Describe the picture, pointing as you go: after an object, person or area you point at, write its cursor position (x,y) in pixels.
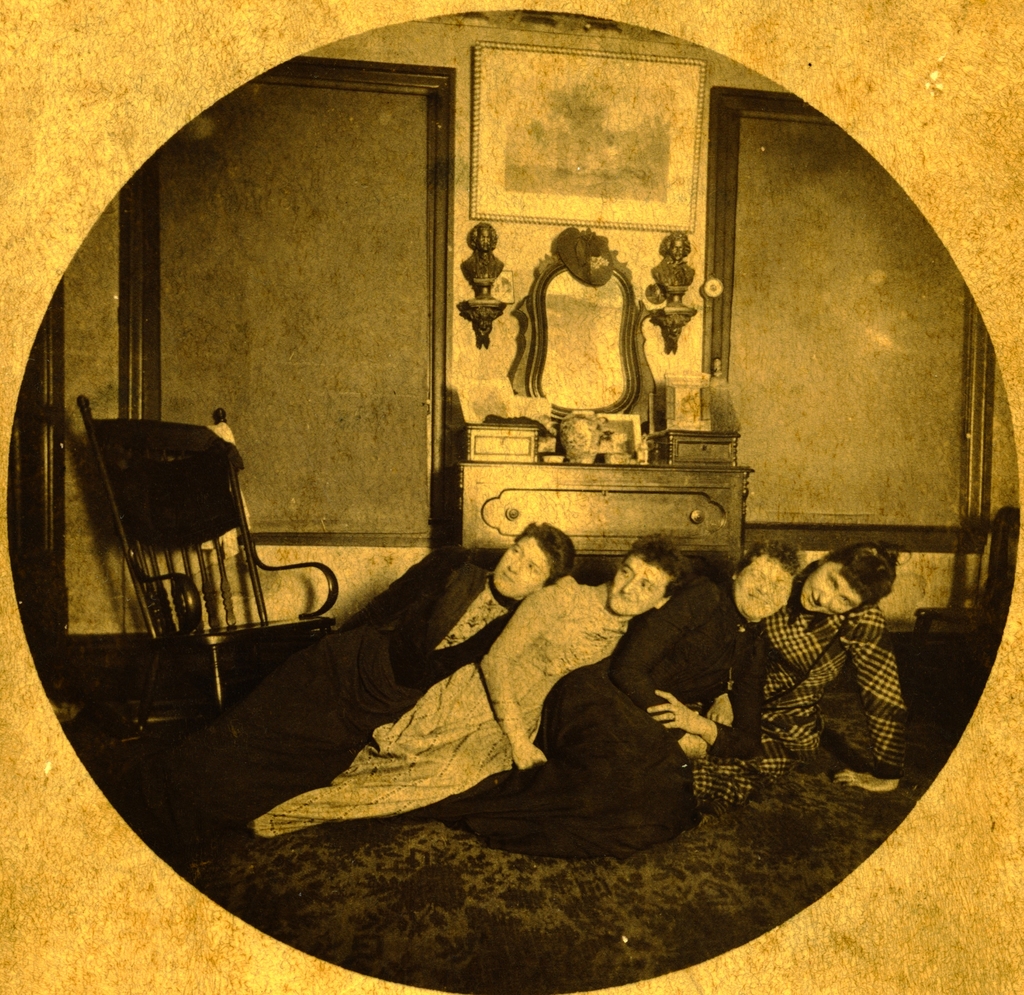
It's a black and white picture in this 4 people (356,691) are sitting on the floor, in the left side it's a chair (193,501).
